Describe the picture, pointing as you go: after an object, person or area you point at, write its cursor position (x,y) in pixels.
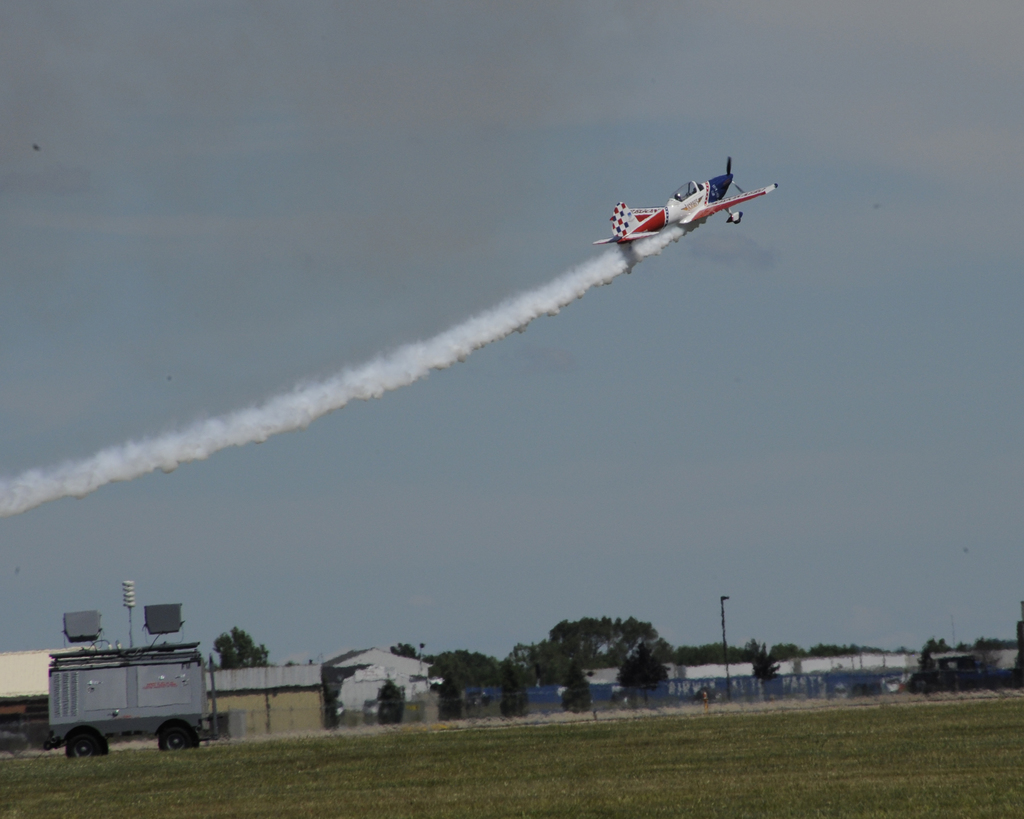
In the image there is an airplane (714,195) flying in the air (797,176) releasing smoke (52,475), on the ground (459,725) there are buildings (264,685), trees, vehicles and above its sky (451,193).
